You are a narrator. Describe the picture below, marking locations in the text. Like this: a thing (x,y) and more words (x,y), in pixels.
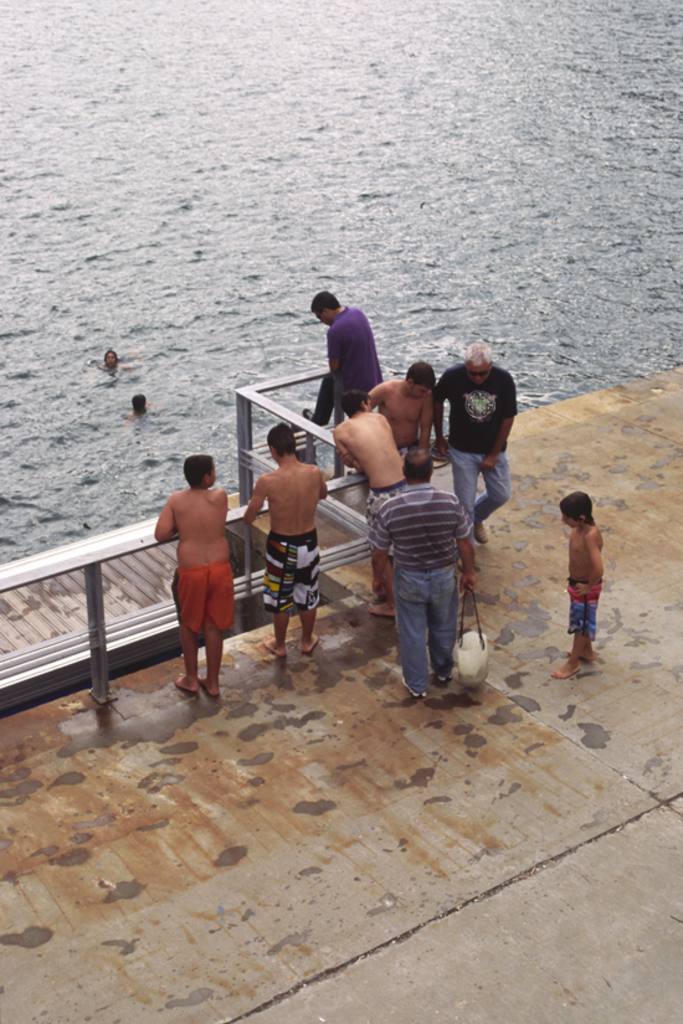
In this image we can see a floor (424,788). And there is a railing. And there are few people (384,520) standing. One person (443,608) is holding something (468,648) in the hand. Also there is water (178,388). And there are two persons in the water (97,421).
